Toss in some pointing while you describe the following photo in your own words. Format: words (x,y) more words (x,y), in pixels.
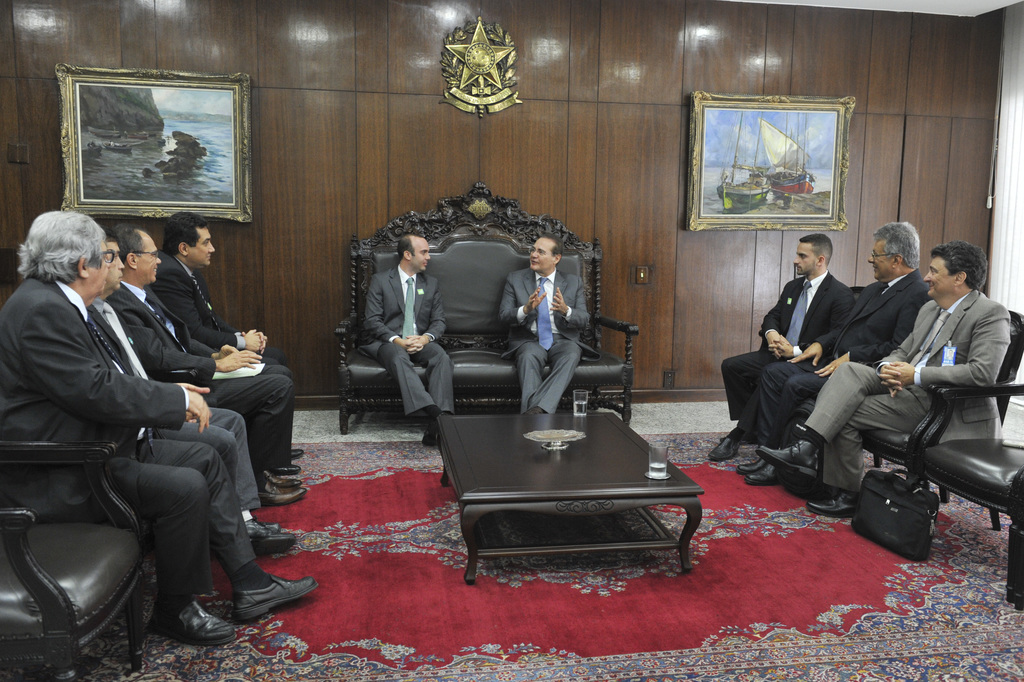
This picture is of inside. On the right (945,262) there are group of persons (955,369) sitting on the chairs (955,467) and there is a bag (903,521) placed on the ground (892,609). On the center (529,452) there is a table (582,489) on which two glasses (577,398) of water (654,465) is placed, behind the table (520,449) there are two persons (556,335) sitting on the sofa (480,262) and seems to be talking. On the left (88,332) there are group of people (266,401) sitting on the chairs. In the background (357,81) we can see the picture frames (111,98) hanging on the wall (901,85) and in the foreground (663,625) we can see the carpet (816,652) on the ground (891,587).
